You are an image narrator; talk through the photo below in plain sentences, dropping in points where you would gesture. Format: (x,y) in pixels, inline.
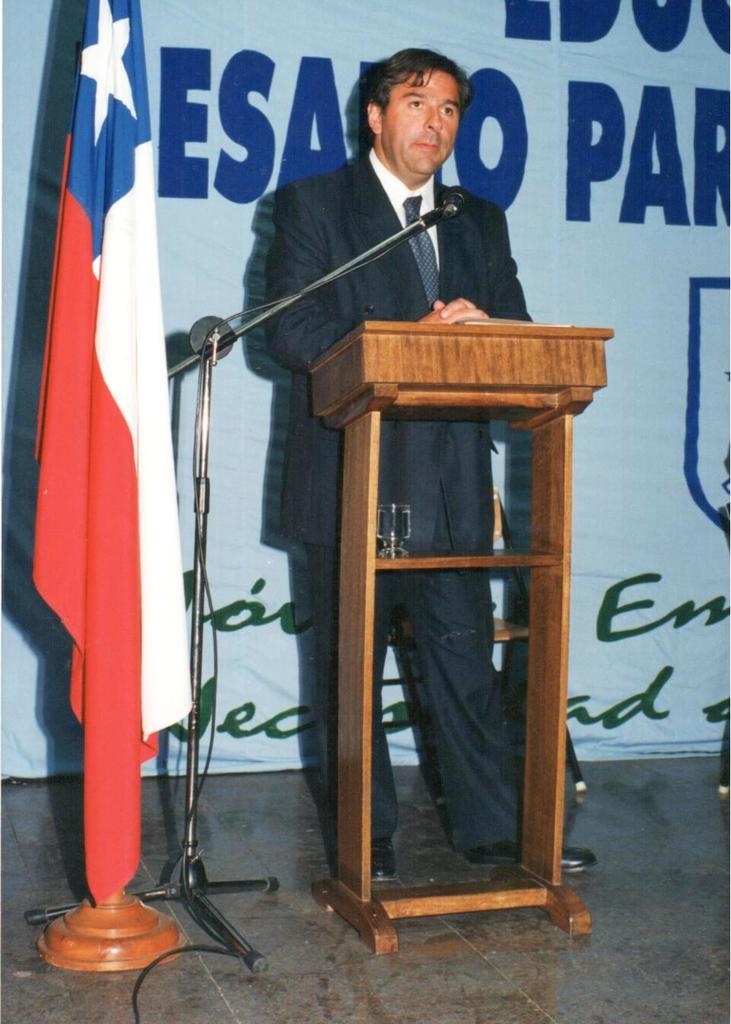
There is a person (354,280) standing. In front of him there is a stand (356,437). On the stand (350,472) there is a glass (395,534). Near to that there is a mic (451,212) with mic stand (402,232). Also there is a flag (74,389). In the back (176,117) there is a wall (545,145) with something written.
